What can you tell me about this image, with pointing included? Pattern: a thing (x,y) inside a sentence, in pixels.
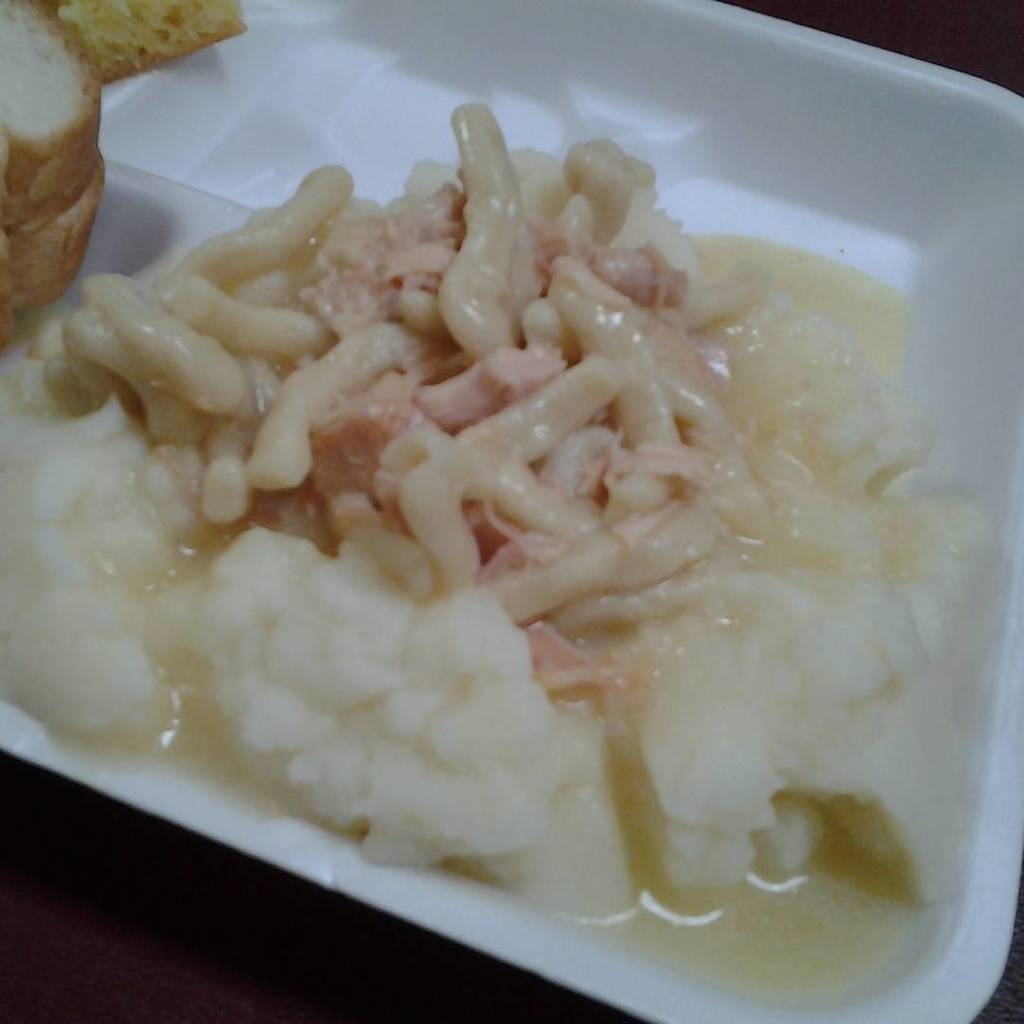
In this image we can see a food item (631,356) is kept in a white color container (328,123) with bread (68,131).
